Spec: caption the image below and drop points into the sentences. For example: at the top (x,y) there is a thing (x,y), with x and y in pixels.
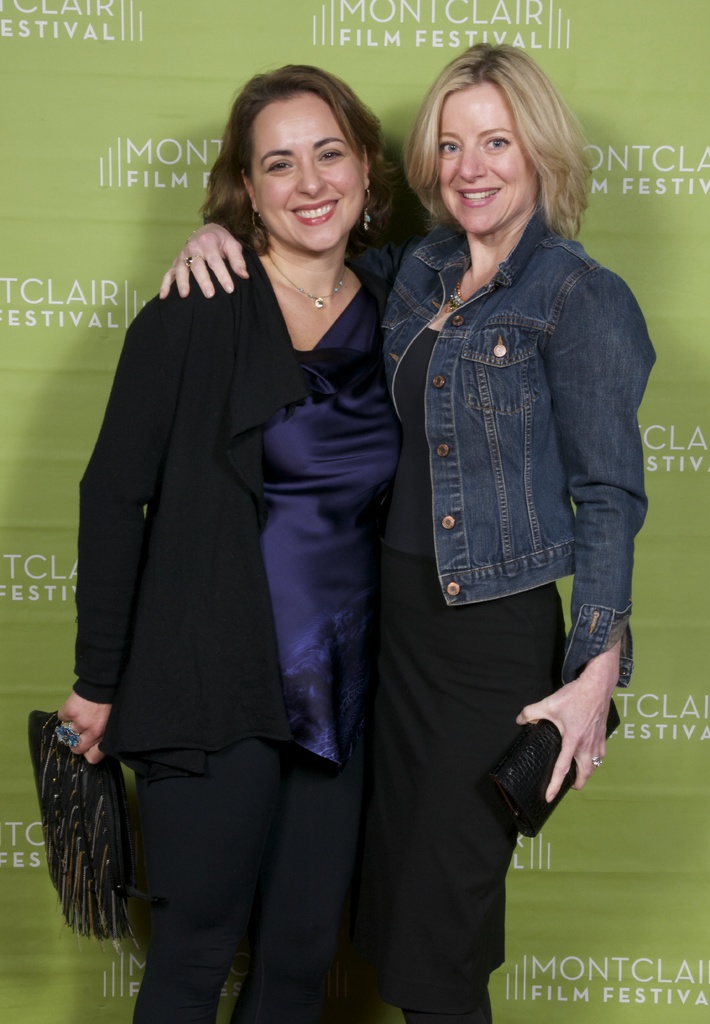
In this image I can see two persons (335,553) standing, the person (501,652) at right (500,483) is wearing blue and black color dress (501,594) and the person (222,704) at left (134,698) is wearing black blazer (237,521) and blue shirt (365,517). Background (56,344) I can see a banner (53,353) in green color and I can see something written on the banner (87,409).
